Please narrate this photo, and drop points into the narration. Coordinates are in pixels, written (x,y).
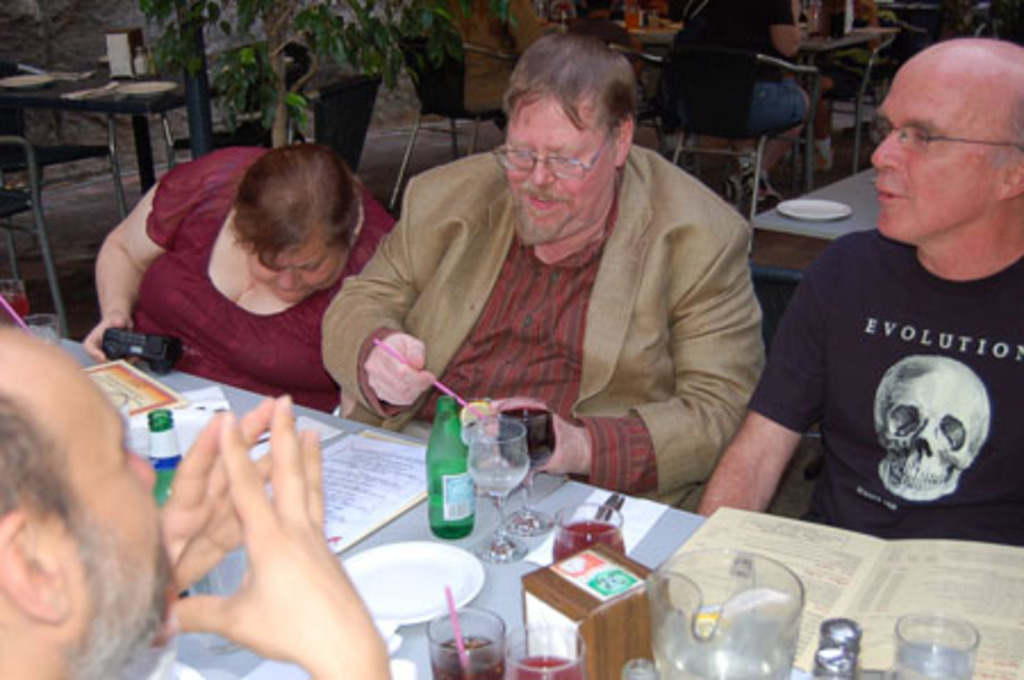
Three men (547,195) and a woman (246,344) are sitting at a table (349,435) and talking among themselves.
